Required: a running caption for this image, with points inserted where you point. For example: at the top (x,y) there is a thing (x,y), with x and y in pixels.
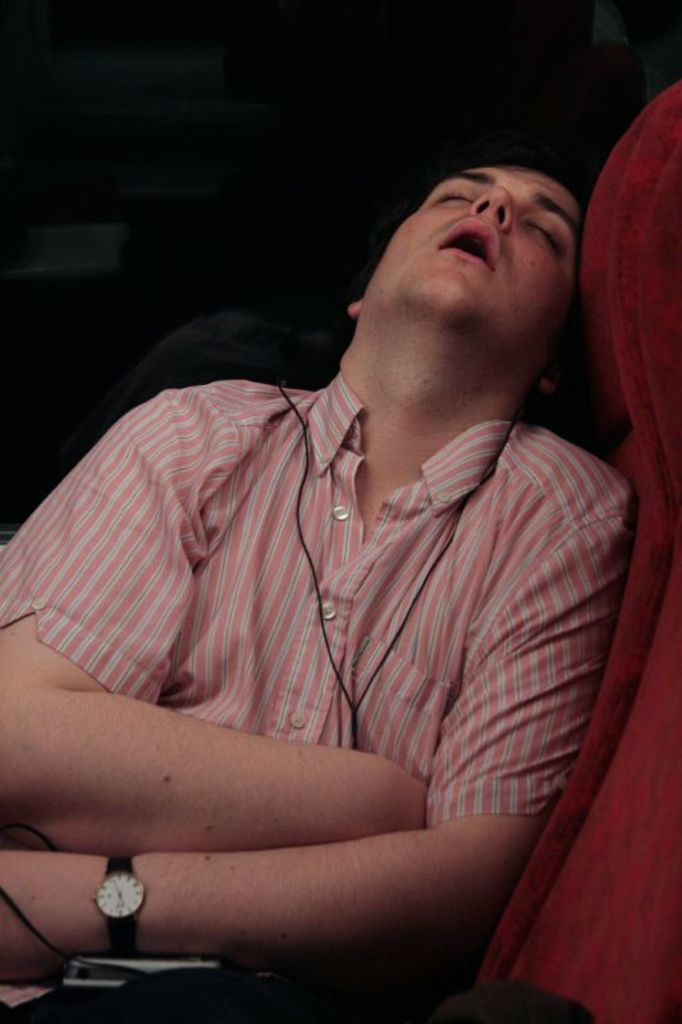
In this image I can see a person (438,605) wearing pink colored dress (453,675) is sitting on a chair (625,643) which is red in color. I can see the black colored background (278,168).
